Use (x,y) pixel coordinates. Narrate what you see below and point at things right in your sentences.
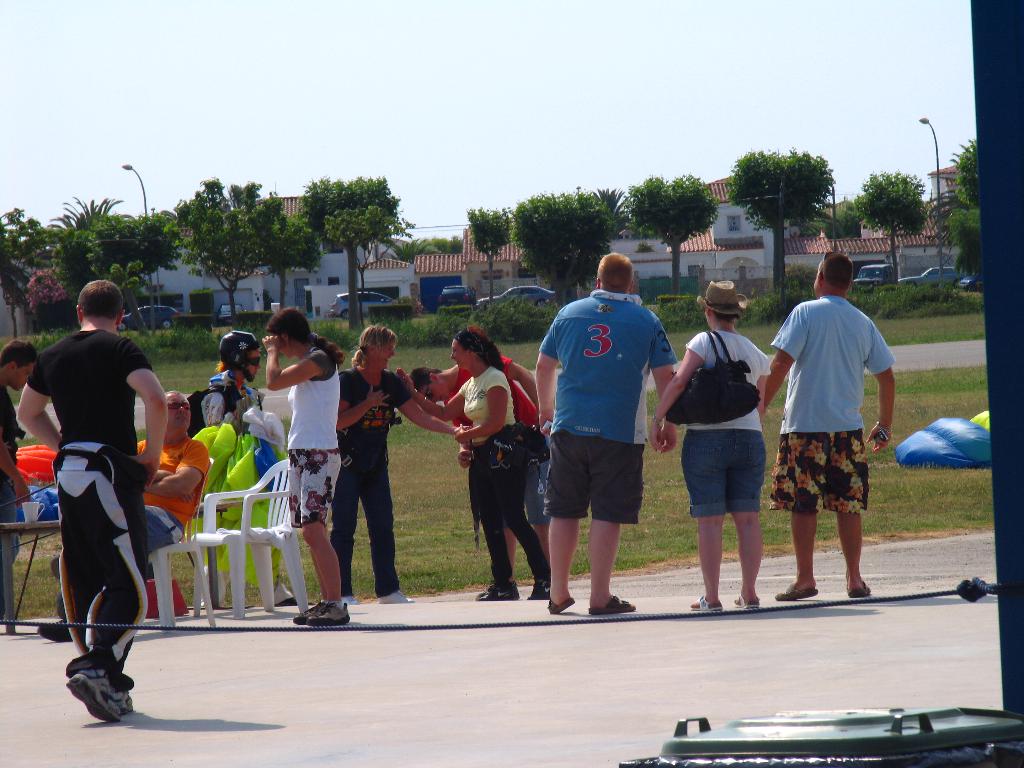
In this picture I can see group of people (407,395) standing, there are chairs (248,524), there are some objects (30,515) on the table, there is grass (413,438), plants (48,298), there are poles (1000,245), lights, vehicles (962,278), there are houses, trees (591,194), and in the background (512,71) there is the sky (713,77).
